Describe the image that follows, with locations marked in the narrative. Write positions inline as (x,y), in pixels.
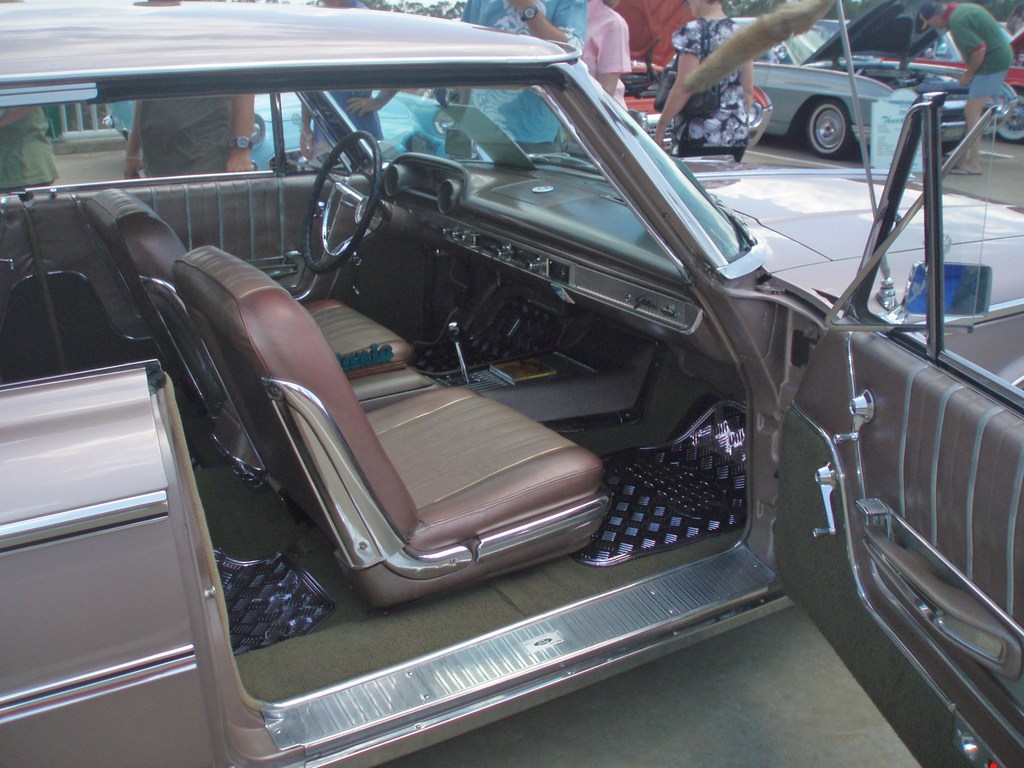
In this image I can see the car (110,535) and I can see the seats (289,323) of the car (452,197), the steering (365,174), the dash board (388,199) and the gear rod (458,332) of the car (463,335). I can see the door (903,352) and the windshield (514,154) of the car (918,372). In the background (678,75) I can see few persons (594,6) standing, few vehicles (651,24) and few trees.
